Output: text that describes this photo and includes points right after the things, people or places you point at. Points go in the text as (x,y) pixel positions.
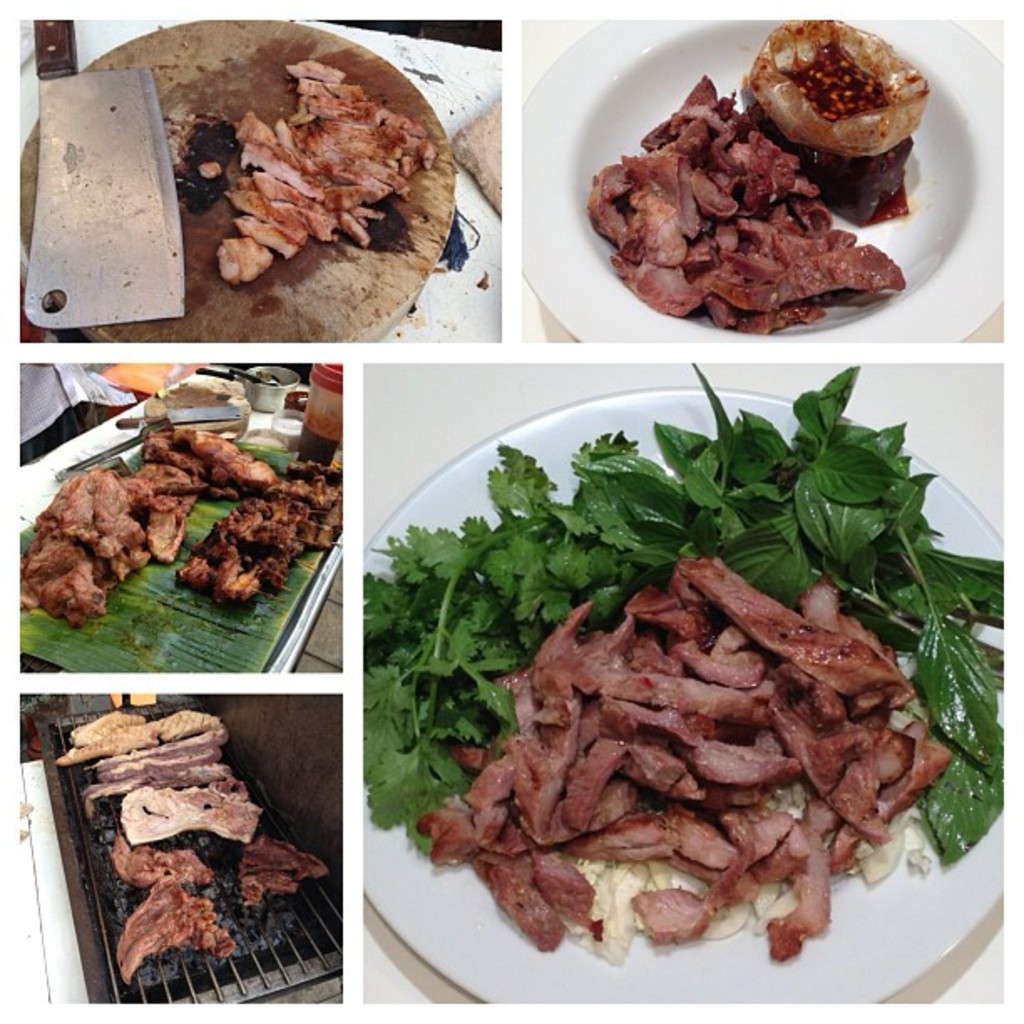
This is a collage, in this image on the right side (811,333) there are two plates (781,339). In the plates (744,306) there is some food (783,241) and on the left side (252,51) there is one knife (150,105), board (185,105), leaf (156,661) and grill machine (231,856). On this things (225,294) there is some meat (213,438).
